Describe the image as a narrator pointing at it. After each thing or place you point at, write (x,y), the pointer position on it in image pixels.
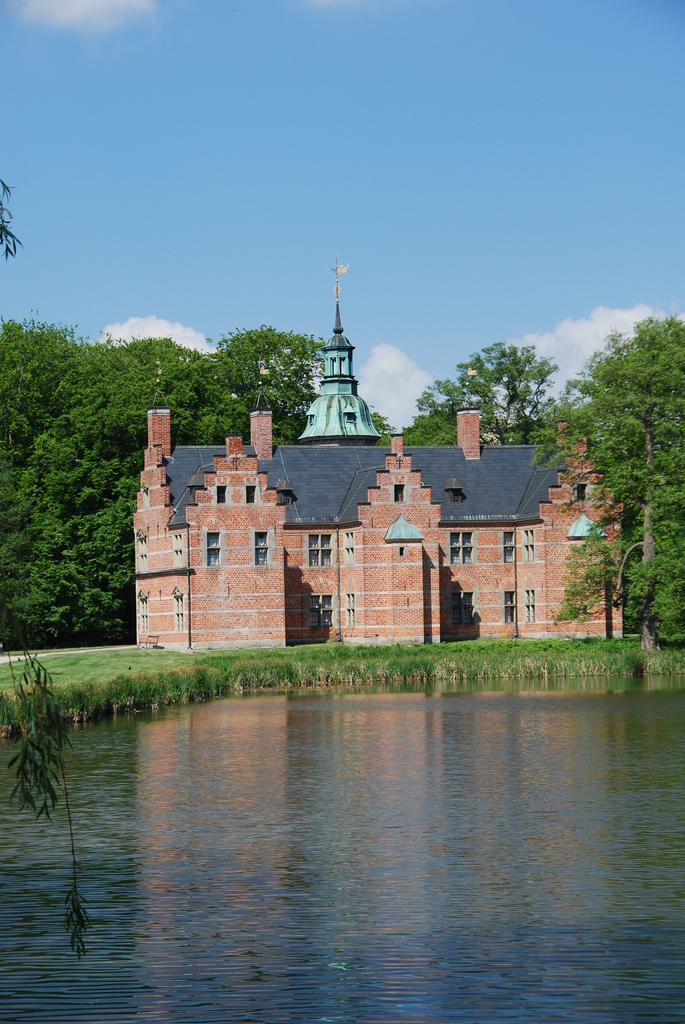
In this picture we can see water (337,722), grass (383,647) and building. On the left side of the image (54,723) we can see leaves (49,728). In the background of the image (392,353) we can see trees (14,437) and sky (478,233) with clouds (592,326).
